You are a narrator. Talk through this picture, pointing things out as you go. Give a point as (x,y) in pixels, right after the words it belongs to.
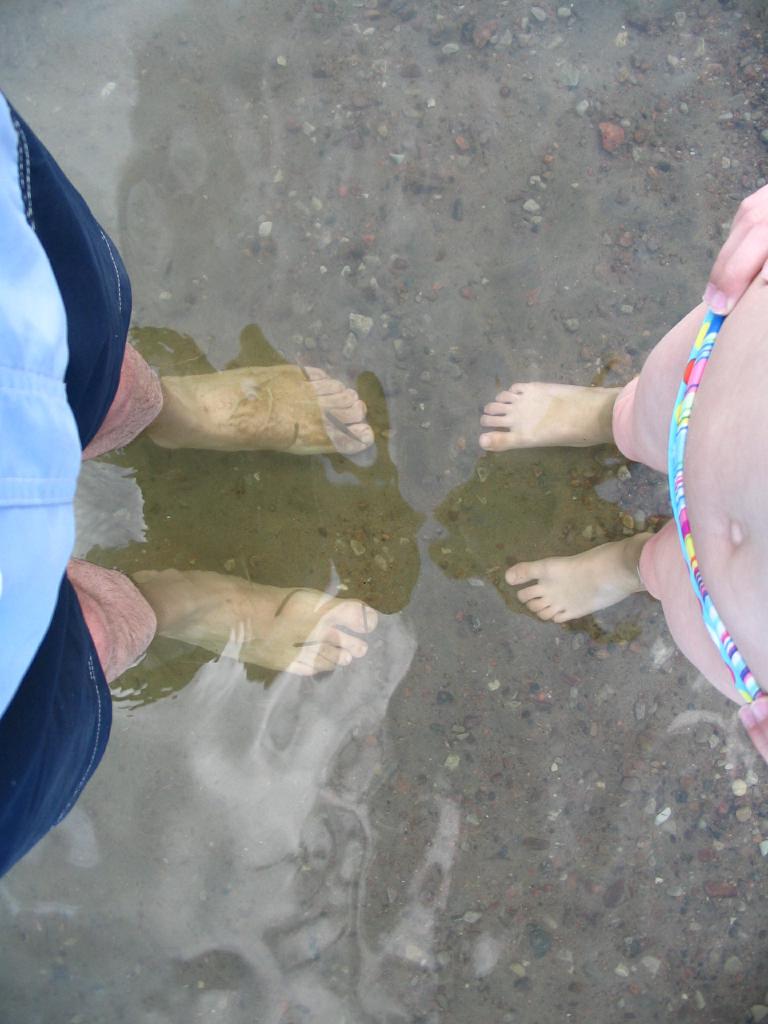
In the center of the image (297,388) we can see two persons (532,566) are standing in the water (409,551) and they are in different costumes (36,569). In the background (336,247) we can see water (482,162) and sand (598,175).
